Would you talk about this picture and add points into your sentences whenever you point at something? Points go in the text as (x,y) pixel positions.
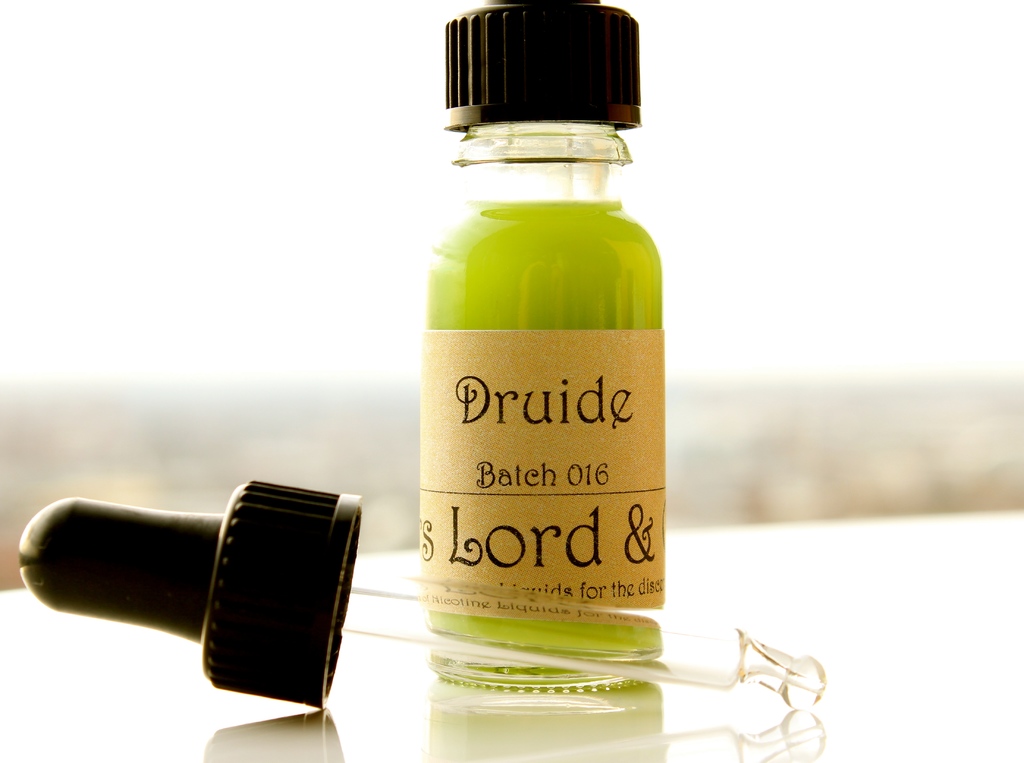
In the image there is a bottle (637,296) on which it is labelled as 'DRUIDE' which is placed on table (958,606), on table (922,728) we can see a black color cap (207,533).
